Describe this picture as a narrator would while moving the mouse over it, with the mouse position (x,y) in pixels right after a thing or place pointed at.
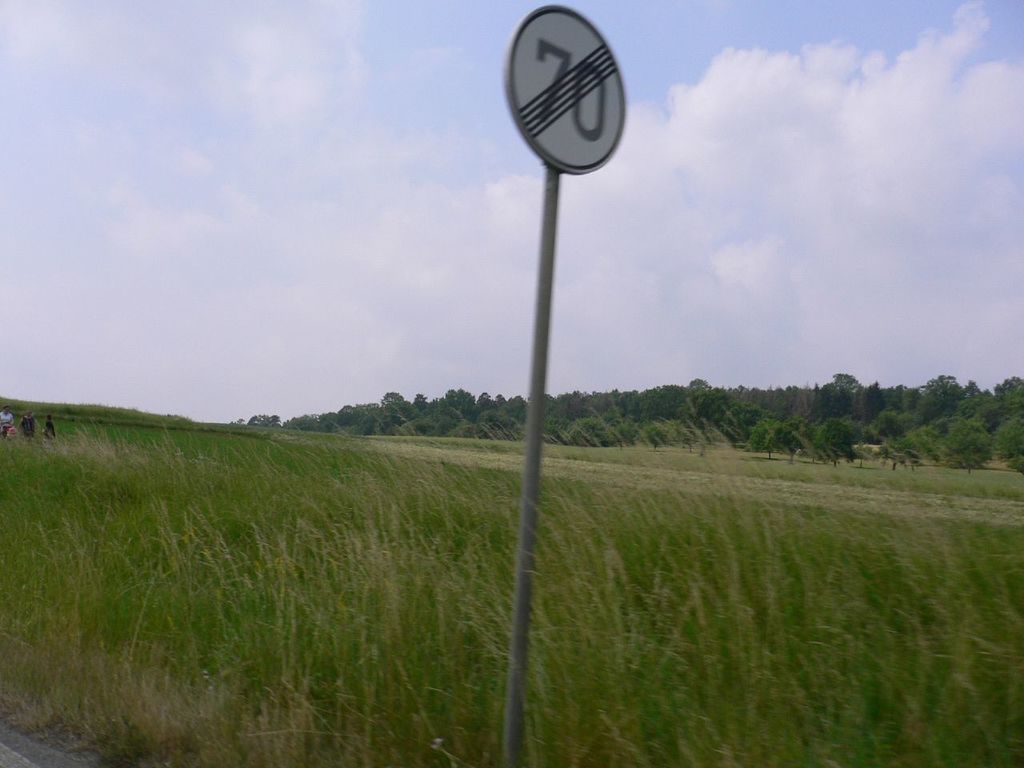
In this picture I can observe a pole (538,431) in the middle of the image (536,475). There is a board (564,155) fixed to this pole (551,205). I can observe some grass (221,578) on the ground (449,520). In the background (595,413) there are trees (572,416) and a cloudy sky (476,228).
